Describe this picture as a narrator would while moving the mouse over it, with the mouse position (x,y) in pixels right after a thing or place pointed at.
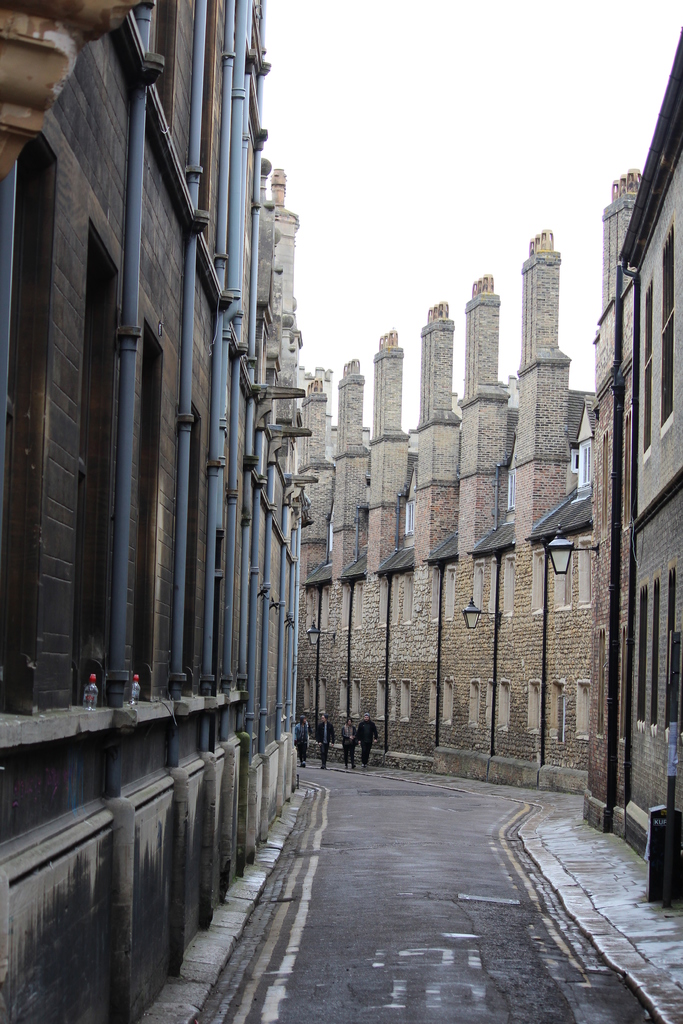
This image is taken outdoors. At the bottom of the image (427,938) there is a road (447,920) and a sidewalk (576,844). In this image there are a few buildings (28,368) with walls (67,893), windows (513,575), doors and roofs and there are many pipes (190,287) on the walls (155,138). At the top of the image (426,206) there is a sky (371,219). In the middle of the image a few people (325,753) are walking on the road (395,868).
